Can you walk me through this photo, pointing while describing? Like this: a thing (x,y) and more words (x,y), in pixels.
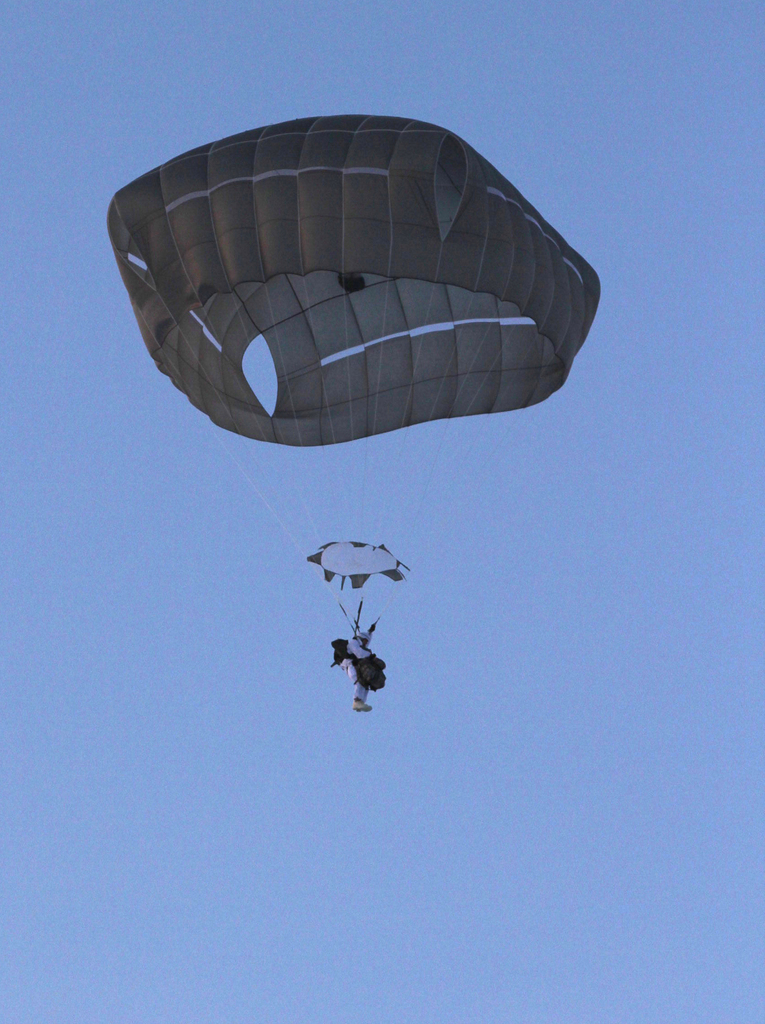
In this picture there is a person (359,663) flying with the parachute (344,226). At the top (540,150) there is sky (761,592).
